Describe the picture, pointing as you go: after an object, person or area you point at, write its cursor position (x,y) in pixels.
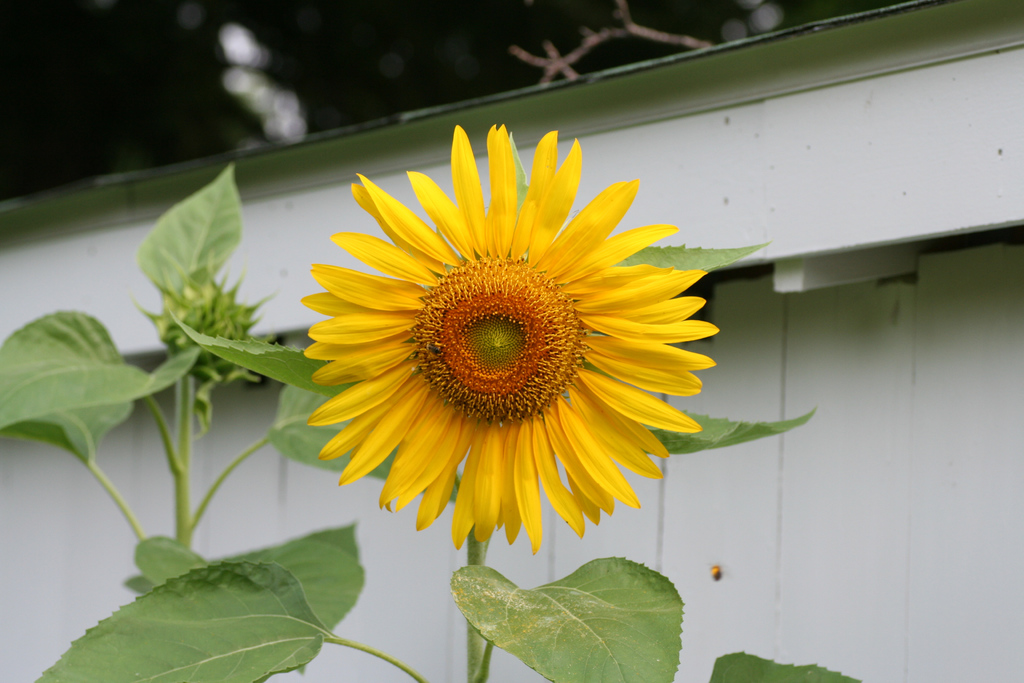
In this picture I can see couple of plants (169,556) and a flower (513,441) and looks like a house (962,361) in the back (870,412).
